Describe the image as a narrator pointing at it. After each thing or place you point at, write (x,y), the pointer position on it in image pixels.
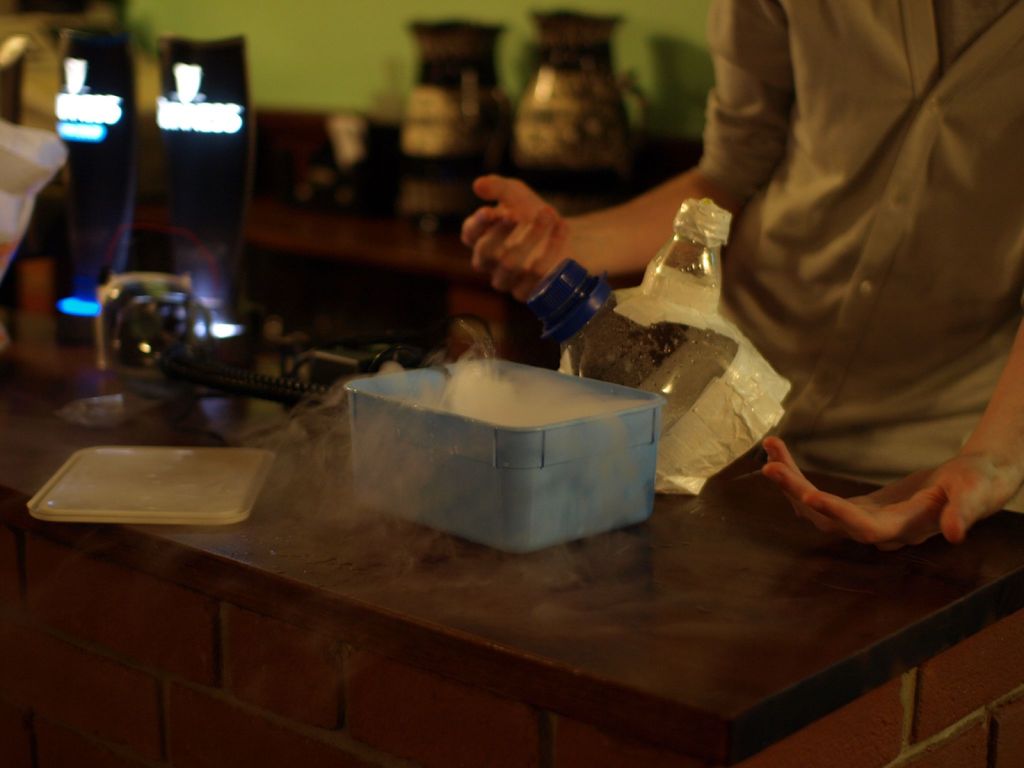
In this image, we can see a few tables (389,587) with some objects (539,458) like a container (449,456), a lid (201,502), bottles (658,387). We can also see a person (700,171) and the wall (324,30).
